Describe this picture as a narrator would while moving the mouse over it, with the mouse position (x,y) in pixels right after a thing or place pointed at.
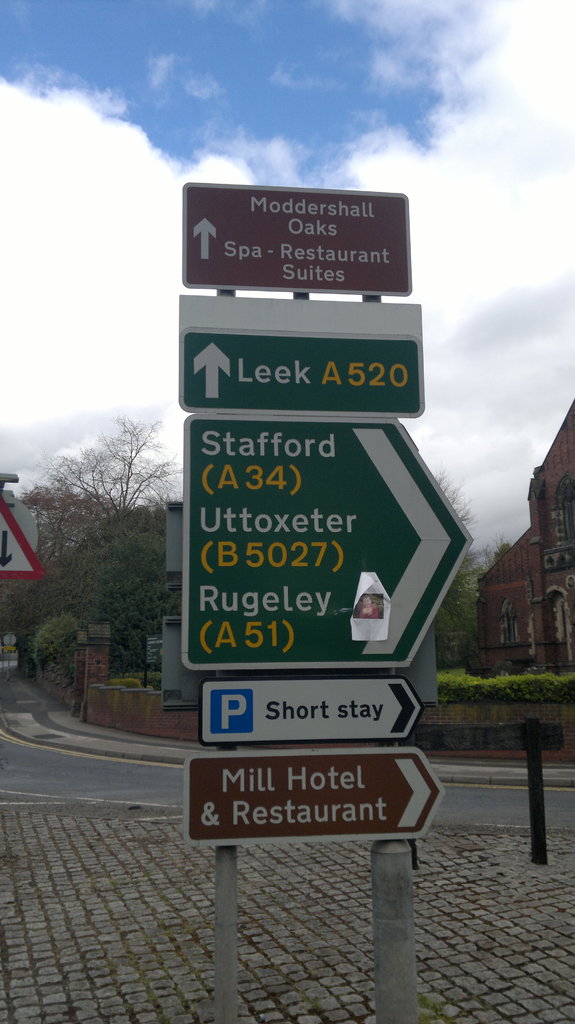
In the picture we can see some signage boards (186,809), footpath (309,962), there is road (104,768), there are some trees (171,594), houses (568,528) and cloudy sky (104,302).
